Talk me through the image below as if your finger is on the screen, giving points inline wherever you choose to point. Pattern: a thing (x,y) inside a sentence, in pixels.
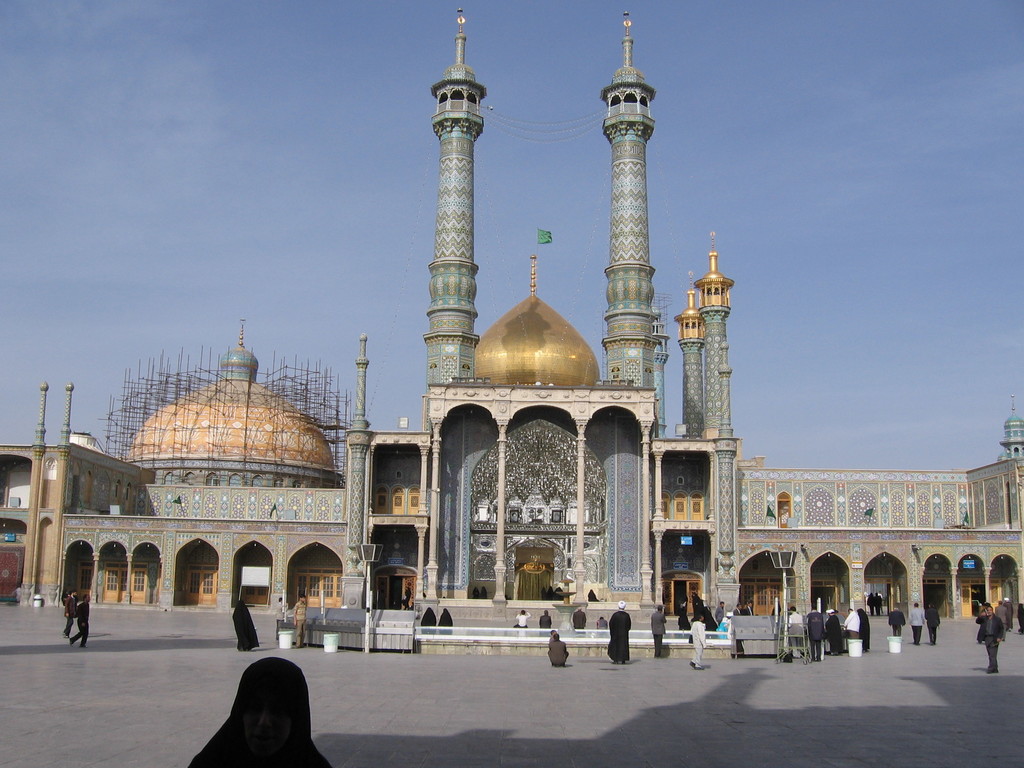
There are people (700,641) and other objects (371,631) are present at the bottom of this image (332,611). We can see a building (256,469) in the middle of this image (589,463) and the sky (732,156) is in the background (732,180).
